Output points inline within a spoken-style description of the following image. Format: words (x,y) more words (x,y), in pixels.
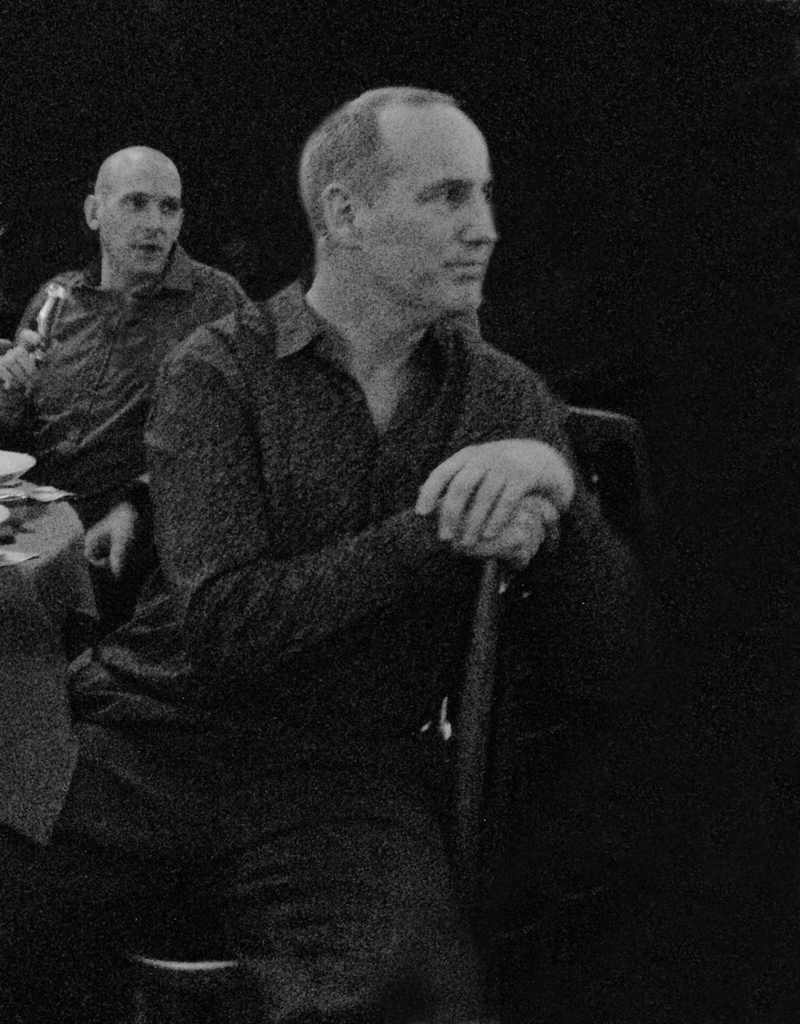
In this image there are people (436,330) sitting on the chairs (595,414). In front of them there is a table (70,537). On top of it there are a few objects (38,489).
